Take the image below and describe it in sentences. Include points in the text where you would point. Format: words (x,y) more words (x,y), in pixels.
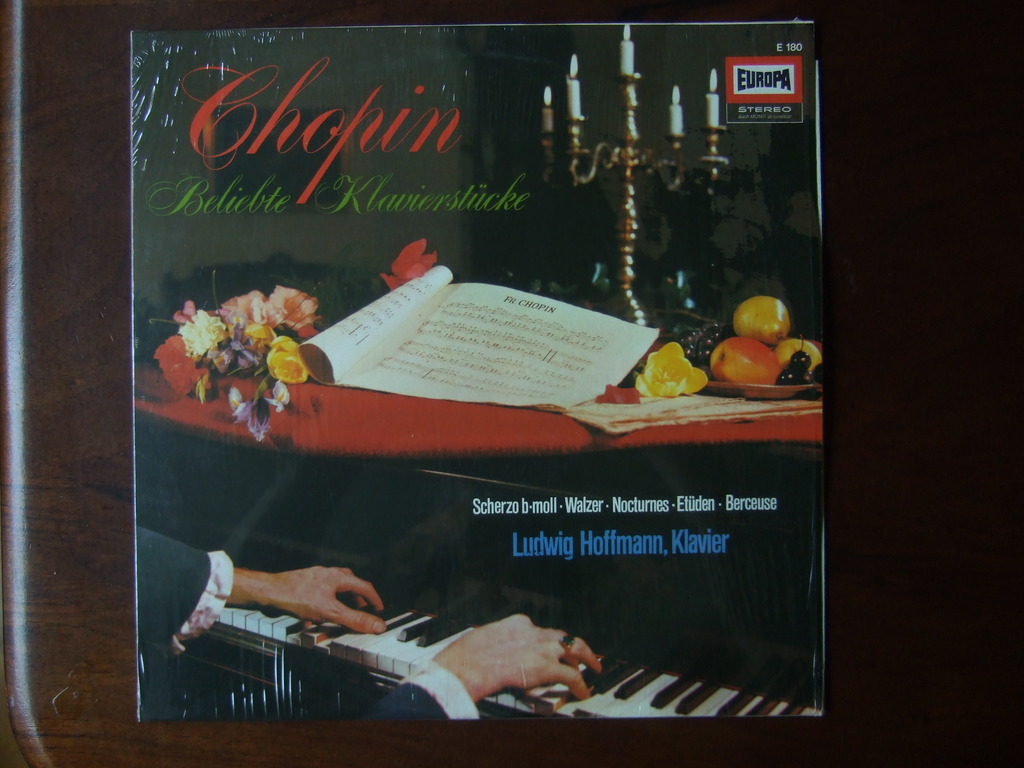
Here I can see a paper (481,216) on a wooden surface (896,307). On this paper (448,365) I can see some text (296,200), few images (402,413) of flowers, fruits (720,360), book (509,370), table (445,406), candles (623,287), piano (345,651) and a person's hands (323,615).
